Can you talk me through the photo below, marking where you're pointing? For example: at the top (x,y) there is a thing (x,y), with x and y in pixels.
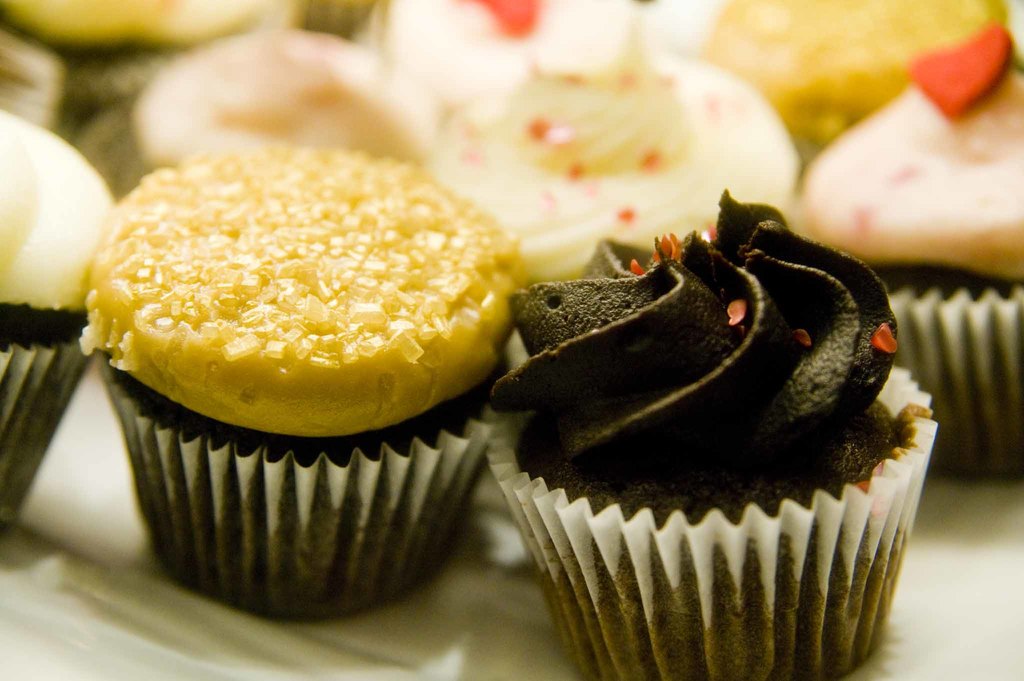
In this picture we can see some cupcakes (445,300), there is a blurry background (828,136).
